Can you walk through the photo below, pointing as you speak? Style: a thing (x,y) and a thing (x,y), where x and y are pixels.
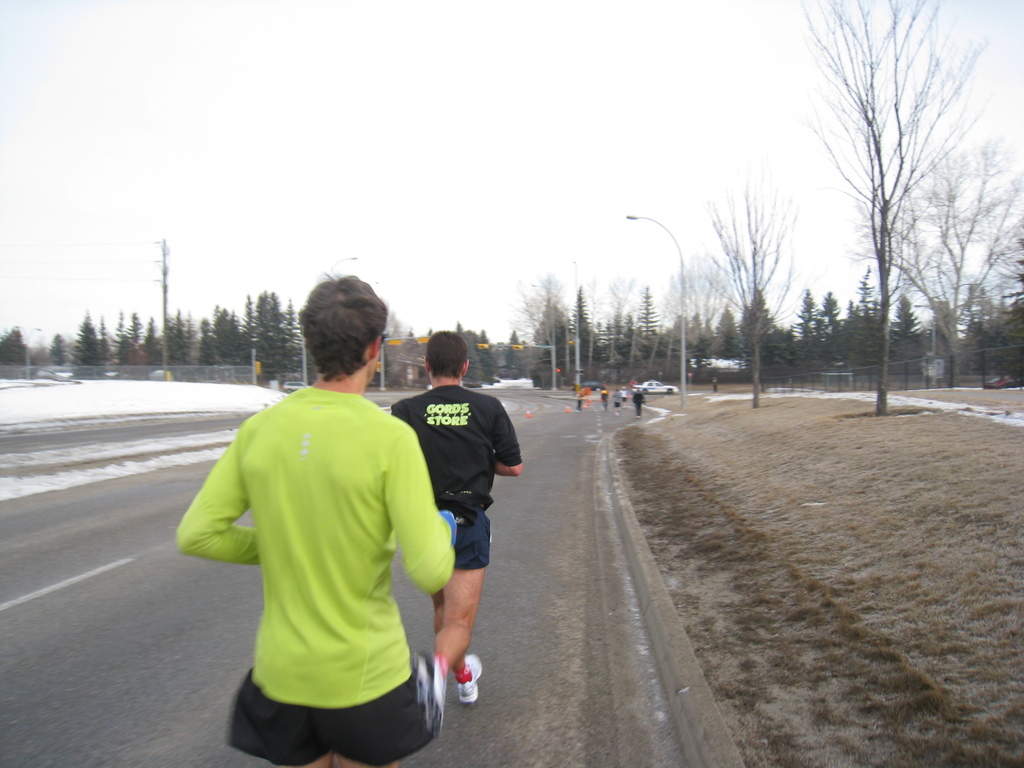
Here people (451,504) are running on the road (421,636), here there are trees (620,365) and a sky (492,132).
